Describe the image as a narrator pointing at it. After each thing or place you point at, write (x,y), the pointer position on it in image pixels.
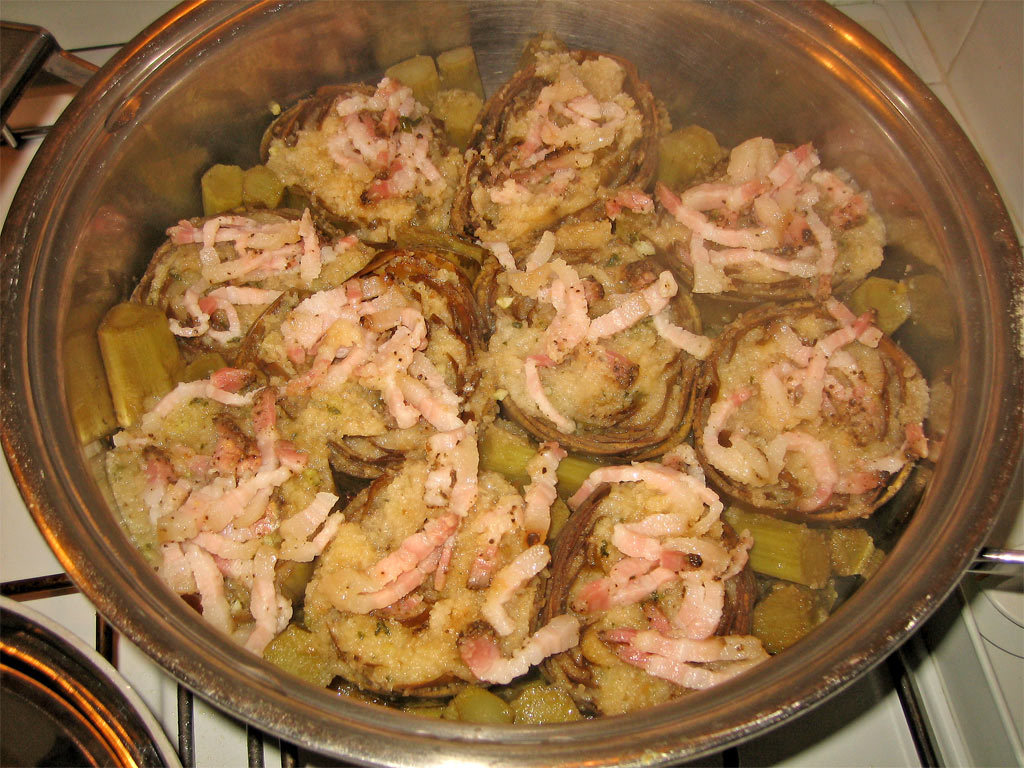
In this picture we can see a bowl (567,745) with food items (156,296) in it and some objects (139,749) and these all are placed on a stove (14,570).
